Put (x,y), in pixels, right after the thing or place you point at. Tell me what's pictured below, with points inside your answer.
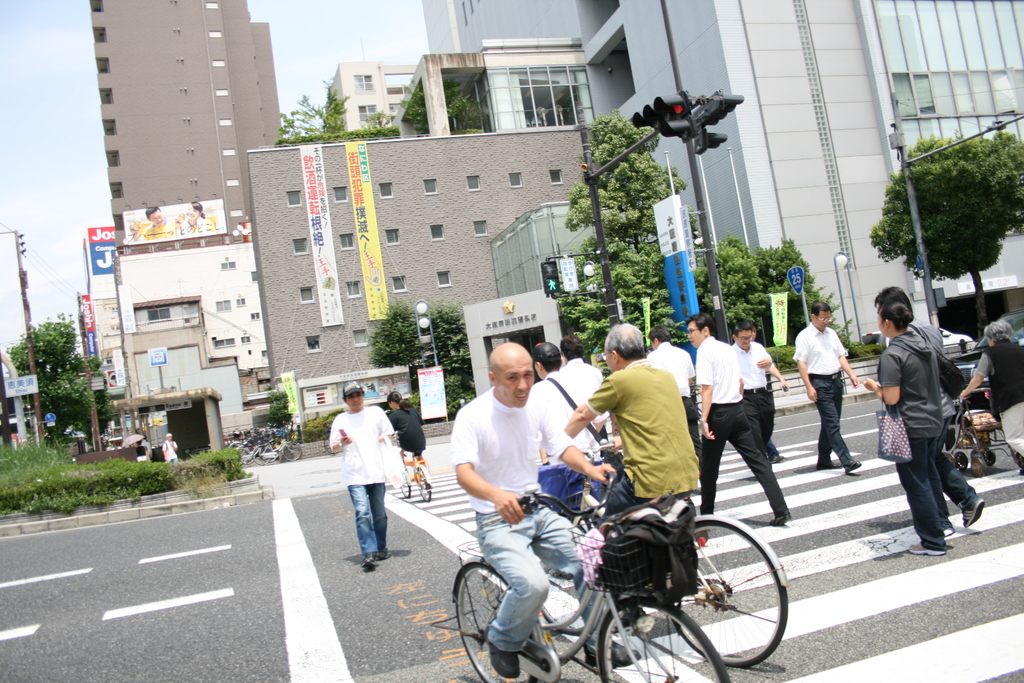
In the picture we can see some people (579,354) are walking on the zebra crossing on the road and some people (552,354) are riding a bicycles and some are holding a cart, in the background (68,94) we can see a plants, trees (80,369), poles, buildings (949,123) and traffic lights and a sky (82,84).
